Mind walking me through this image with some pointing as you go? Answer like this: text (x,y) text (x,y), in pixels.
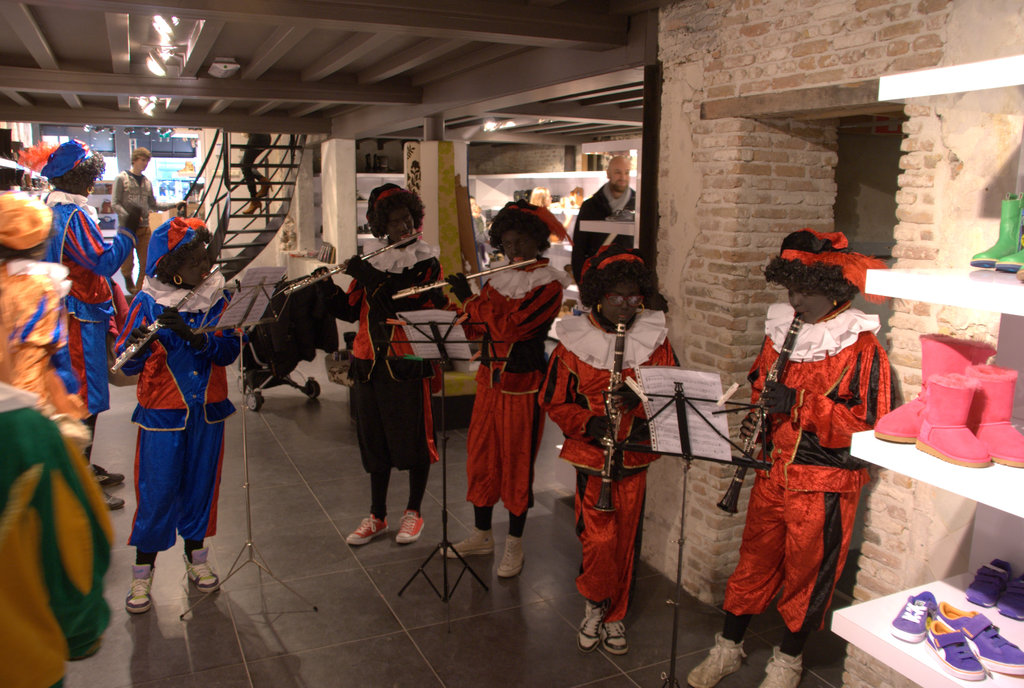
On the right side of the image (786,309) two persons (580,396) are standing and holding a clarinet (606,473) in their hands (597,421). In the center of the image (494,363) three persons (193,395) standing and holding flute (426,284) in their hands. In the center of the image (442,315) we can see some stands (682,407) and papers (694,376) are there, On the left side of the image (62,227) some persons (116,237) are there. On the right side of the image (938,480) we can see wall (975,162), shelves (1007,525), shoes (1002,578) are present. In the background of the image (628,198) we can see stairs (270,185) and some persons (599,194) and objects (577,201) are there. At the top of the image (455,35) roof (447,11) is there. At the bottom of the image (336,620) floor (380,624) is present.
